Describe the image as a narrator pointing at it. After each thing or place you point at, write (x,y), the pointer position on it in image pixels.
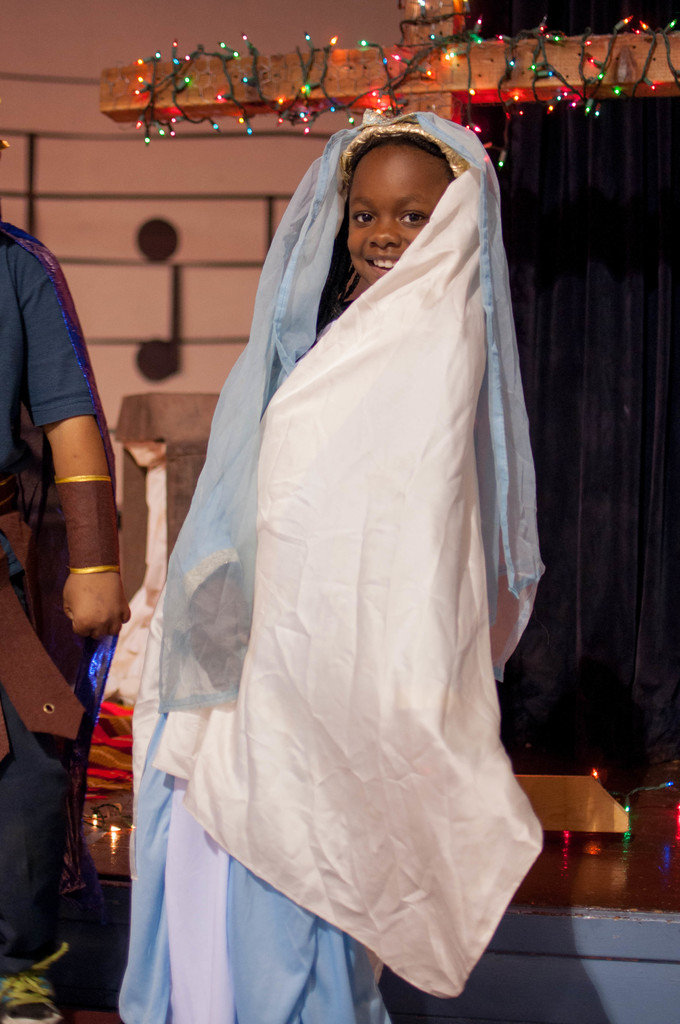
In this image I can see a person (496,328) standing in the center of the image (372,471) posing for the picture and wrapped in some clothes (365,335). I can see a wooden cross (387,46) decorated with some lights (444,51). I can see another person (2,142) standing towards the left hand side of the image (78,824).
